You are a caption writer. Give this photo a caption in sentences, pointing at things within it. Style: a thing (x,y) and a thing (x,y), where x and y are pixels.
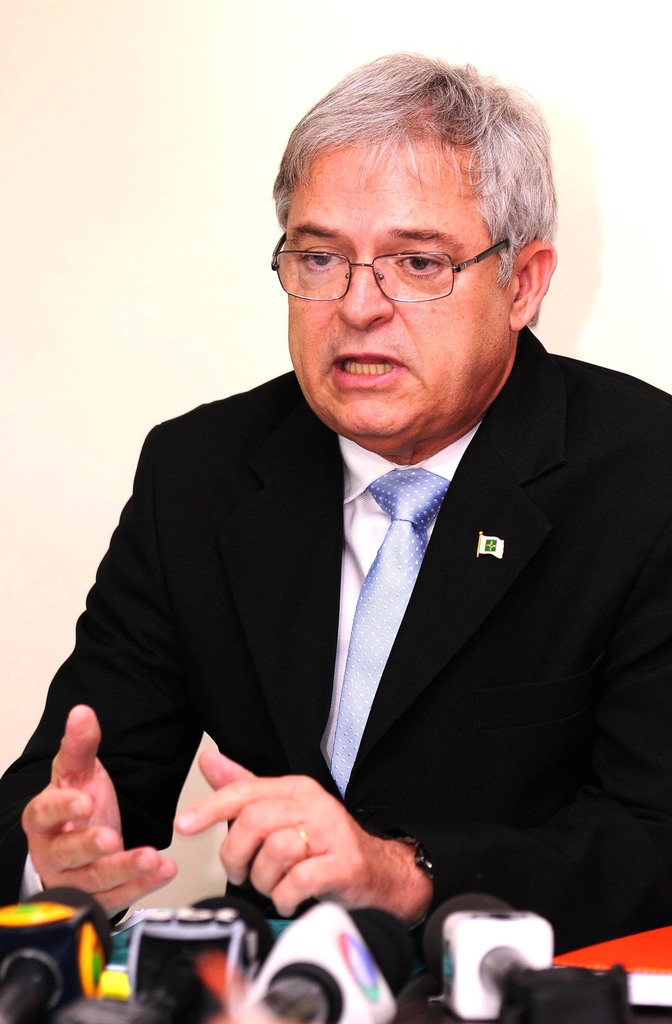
In this picture we can see a men (337,612) wearing black color coat (302,595) and blue tie (387,547) is giving speech. In the front (81,936) bottom side we can see many microphone (211,922) on the table (635,1023). In the background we can see yellow color wall (242,139).
